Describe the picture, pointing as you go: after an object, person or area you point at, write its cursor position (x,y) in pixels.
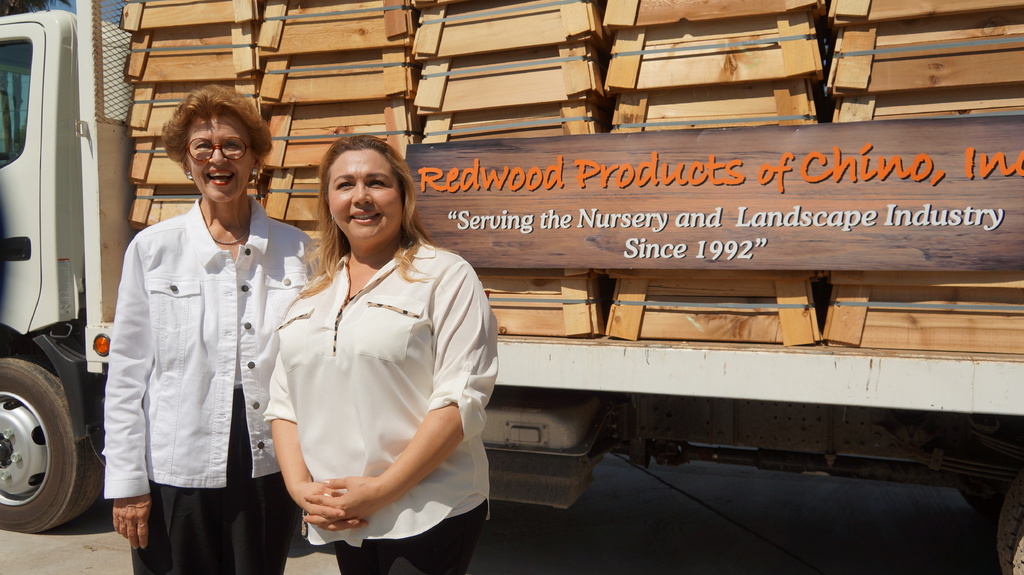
In this picture there are two women (196,256) standing and smiling. At the back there is a truck (16,469) and there are wooden objects (738,290) on the truck (941,399) and there is a board (663,138) on the truck (83,17) and there is text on the board (874,204). At the bottom (829,538) there is a road (696,548). At the top left (107,5) it looks like a sky (30,4) and there is a tree (42,1).
